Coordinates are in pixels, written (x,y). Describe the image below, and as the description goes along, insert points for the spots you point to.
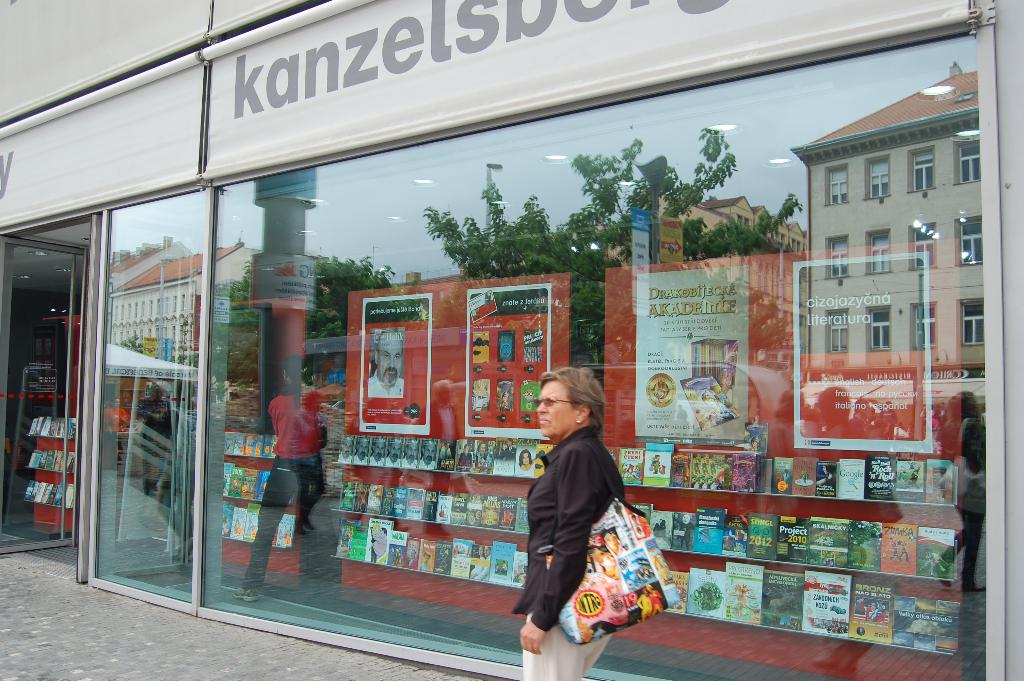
In this image we can see a woman (572,546) wearing black shirt (552,526), spectacles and bag (642,587) is walking on the sidewalk (108,656). Here we can see the glass store (261,518) through which we can see the books (904,612) kept on the shelf (849,638) and posters (473,361). Here we can see the reflection (359,216) of trees (472,259), buildings (946,249), pole (300,260) and the sky (325,226) in the glass doors (498,160).
